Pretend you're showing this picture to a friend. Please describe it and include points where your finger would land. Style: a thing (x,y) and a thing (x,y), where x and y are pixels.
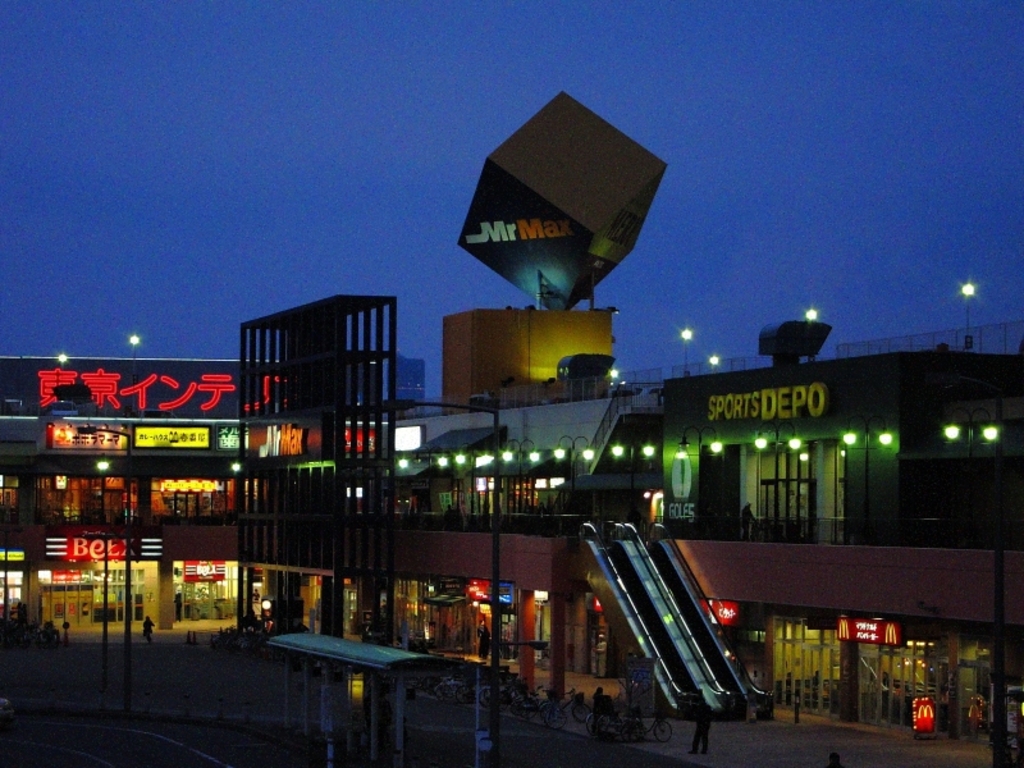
The picture is taken during night time. In the center of the picture (526,409) there are buildings (439,468), lights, boards (224,391), banners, escalator (703,643), people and other objects (602,188).
